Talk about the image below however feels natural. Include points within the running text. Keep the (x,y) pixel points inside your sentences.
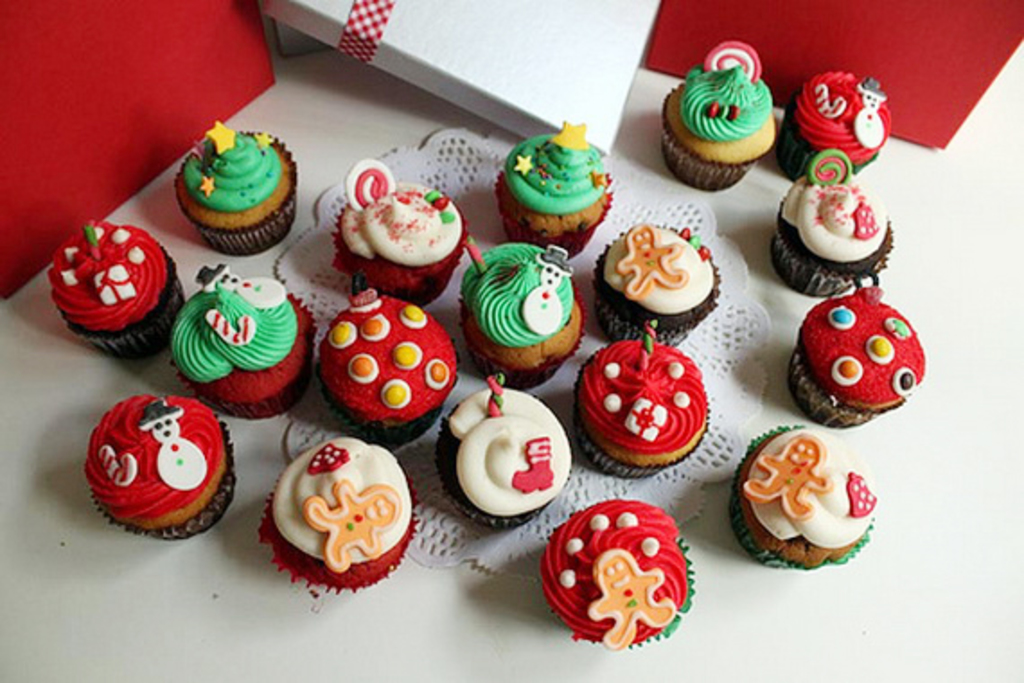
In this picture we can see many cupcakes (557,207) on the table (793,610), beside that we can see the carton boxes (390,62).
